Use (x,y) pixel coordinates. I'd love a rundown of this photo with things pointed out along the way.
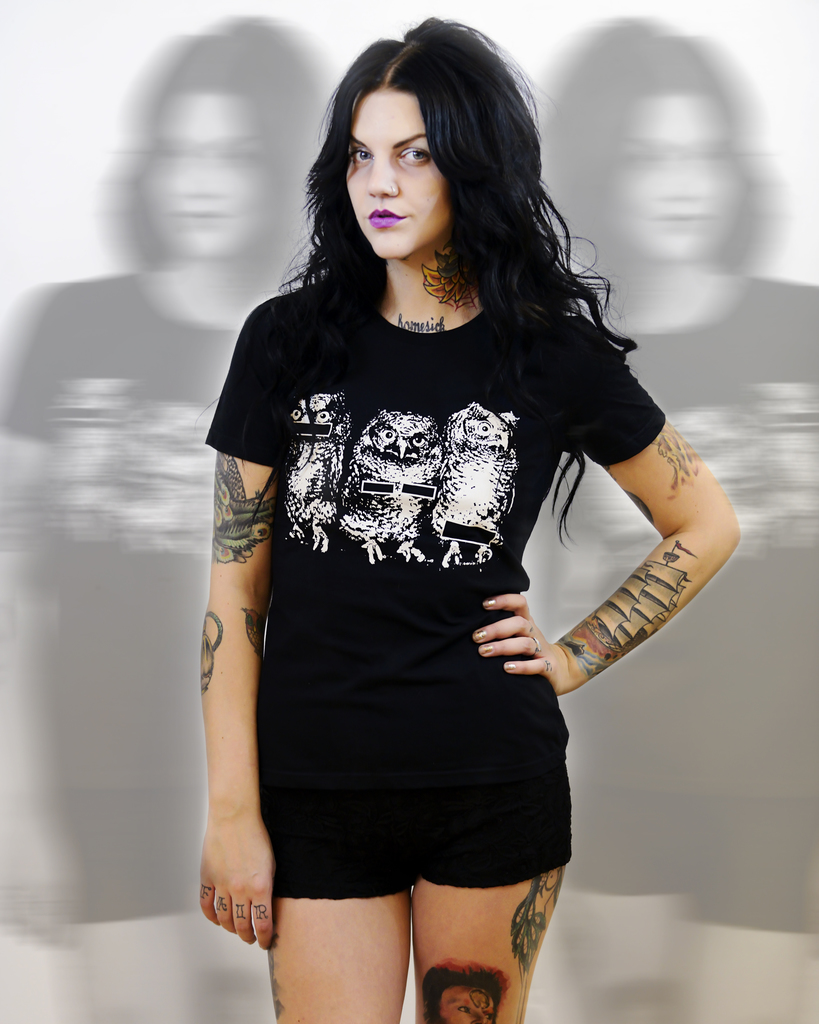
This is an edited image. Here I can see a woman (381,480) wearing black color dress (348,596), standing and giving pose for the picture. On the right (726,336) and left side of the image (170,367) I can see the reflection (698,385) of this woman (430,460).
